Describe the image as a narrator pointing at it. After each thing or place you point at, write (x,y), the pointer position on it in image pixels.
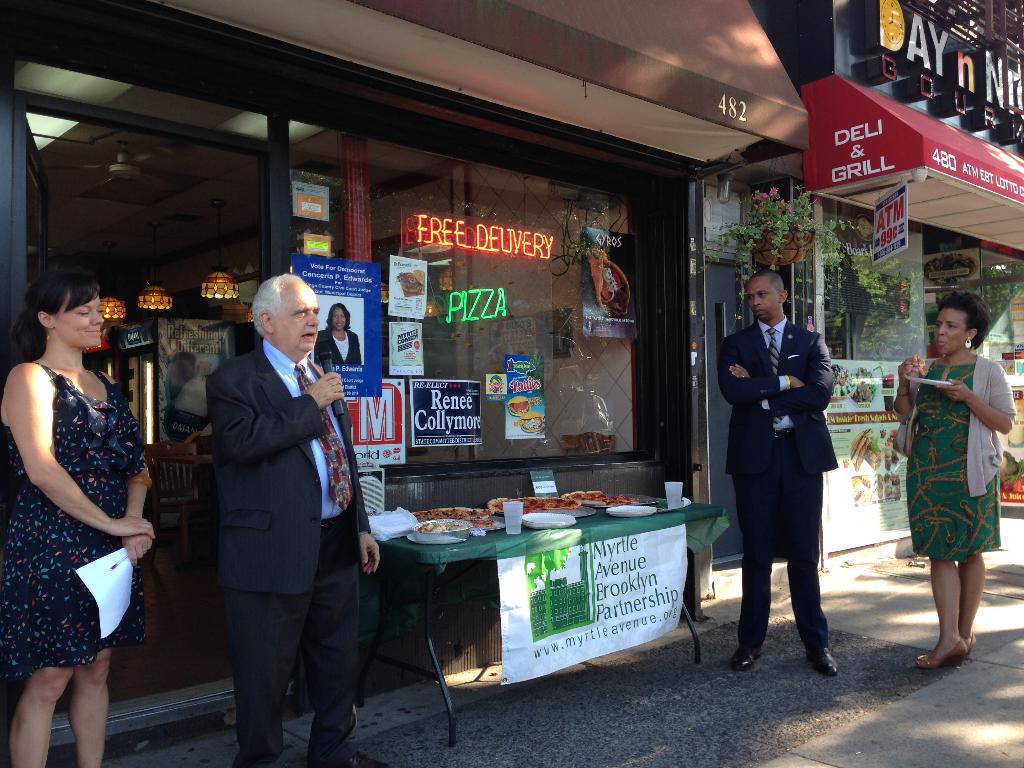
In the picture I can see four persons (310,460) standing and where one among them is holding a mic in his hands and speaking in front of it and there are two stores (554,250) in the background (690,196).
